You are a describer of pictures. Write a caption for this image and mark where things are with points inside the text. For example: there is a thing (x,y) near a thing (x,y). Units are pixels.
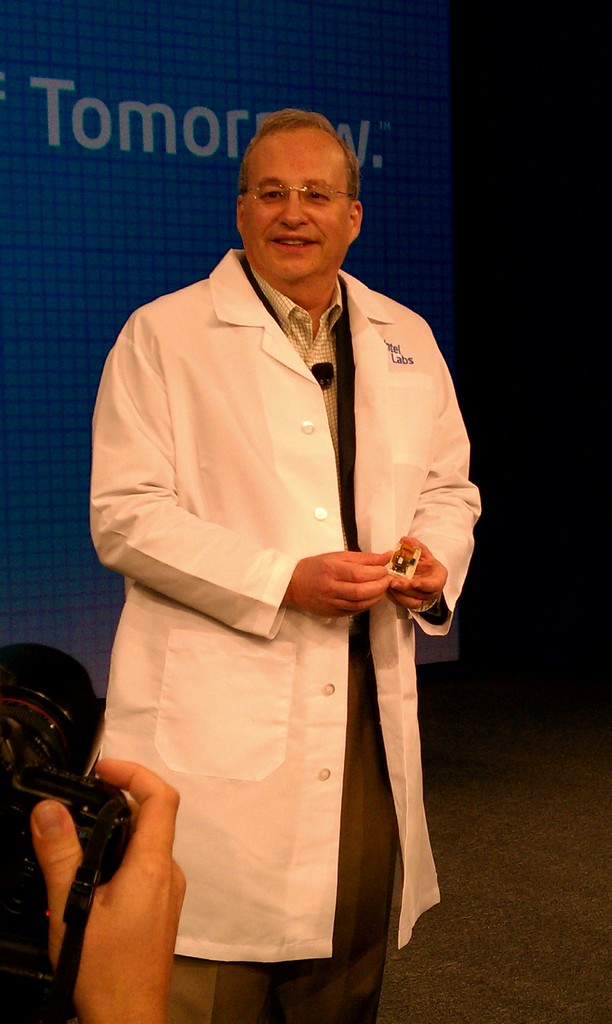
In this image I can see a person (292,145) standing and posing for a picture with an object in his hands (364,581). I can see another person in the left bottom corner (167,908) with a cam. I can see some text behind the person (317,137) standing.
